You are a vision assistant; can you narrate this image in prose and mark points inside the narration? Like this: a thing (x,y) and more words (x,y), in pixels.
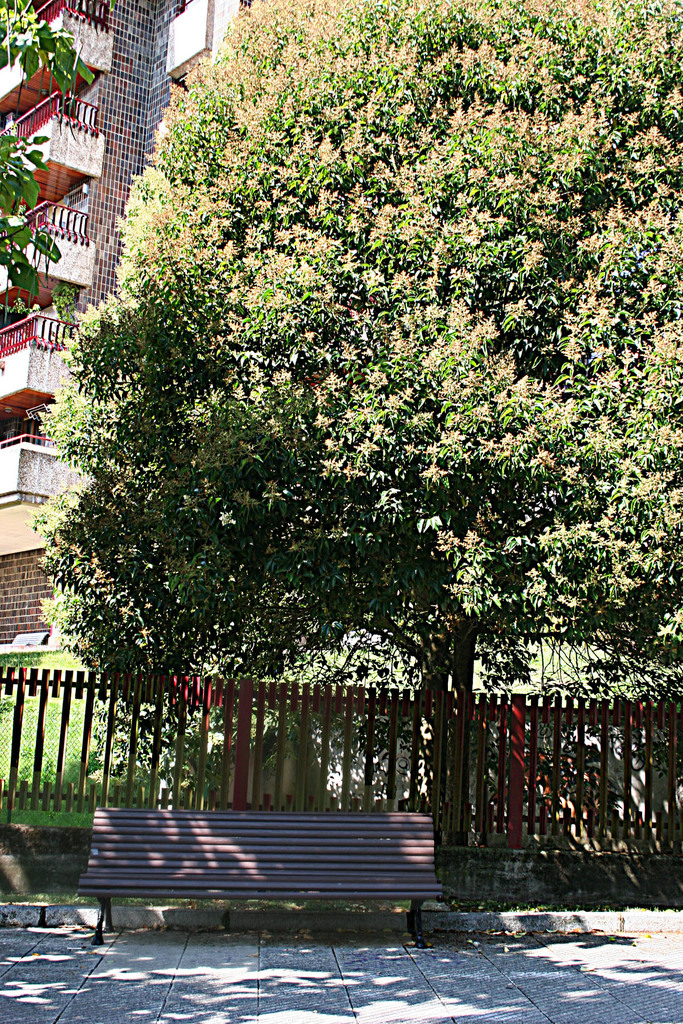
In this picture there is a bench (418,885) at the bottom side of the image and there is a boundary (596,715) behind it, there are buildings (30,121) and greenery (312,494) in the background area of the image (312,494).
